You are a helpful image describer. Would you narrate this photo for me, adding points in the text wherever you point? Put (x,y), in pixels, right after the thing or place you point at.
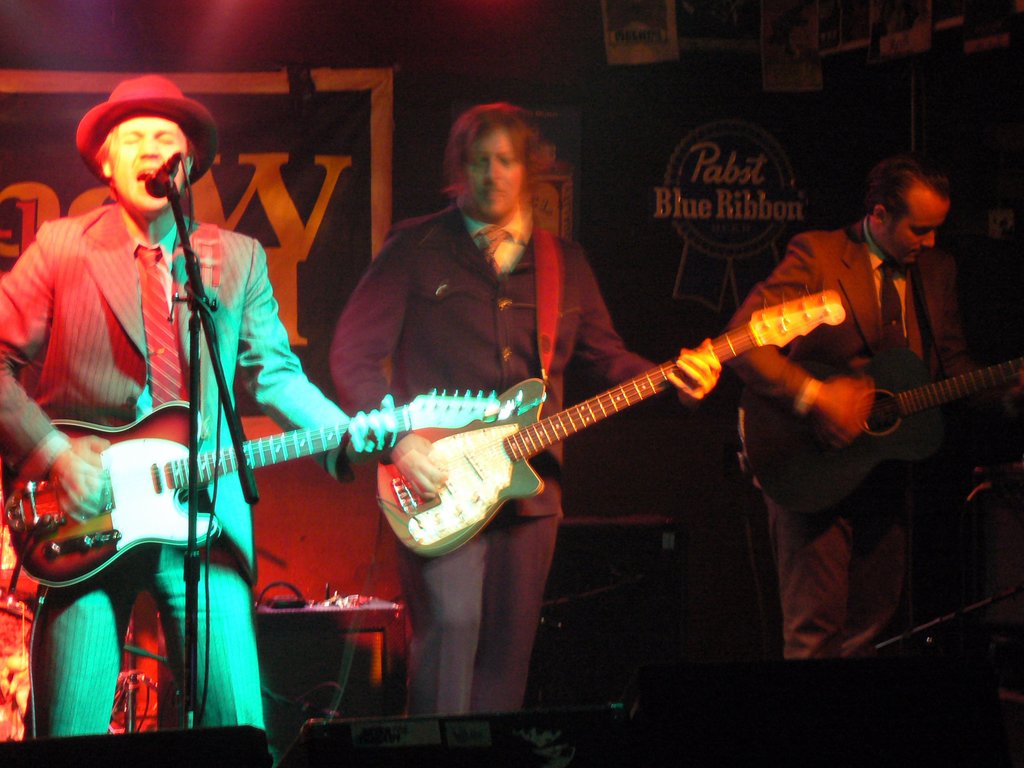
In this picture we can see three men (903,320) playing guitars (881,360) and here man (248,341) singing on mic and in background (455,82) we can see wall (463,105) with banners (256,211), table (334,642).
